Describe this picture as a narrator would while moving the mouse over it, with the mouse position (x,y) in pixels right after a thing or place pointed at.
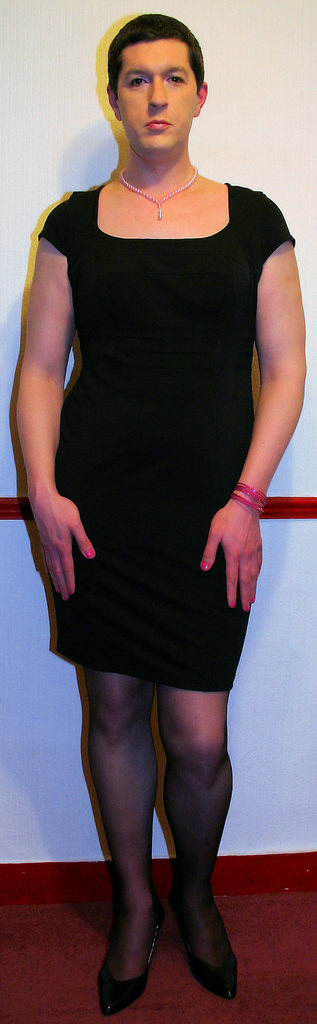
In the picture I can see a person (156,513) is standing. The person (165,446) is wearing a necklace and black color dress (167,548). In the background (223,48) I can see a white color wall (15,596).
